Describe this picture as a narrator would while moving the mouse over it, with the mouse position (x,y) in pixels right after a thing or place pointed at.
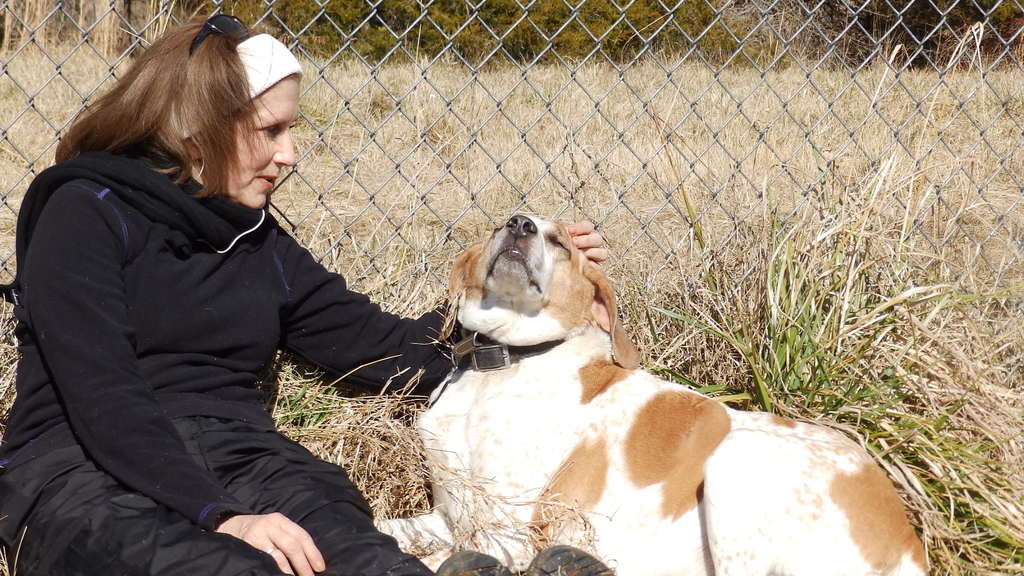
A lady (174,294) with black jacket (192,329) and black pant (257,432) is sitting on the grass (336,413). On her head (247,78) there is a headband (264,46) and goggles (234,30). She is touching a dog (568,377) beside her. In the background (458,173) there is a steel mesh (478,142) and there is dry grass (752,133).
